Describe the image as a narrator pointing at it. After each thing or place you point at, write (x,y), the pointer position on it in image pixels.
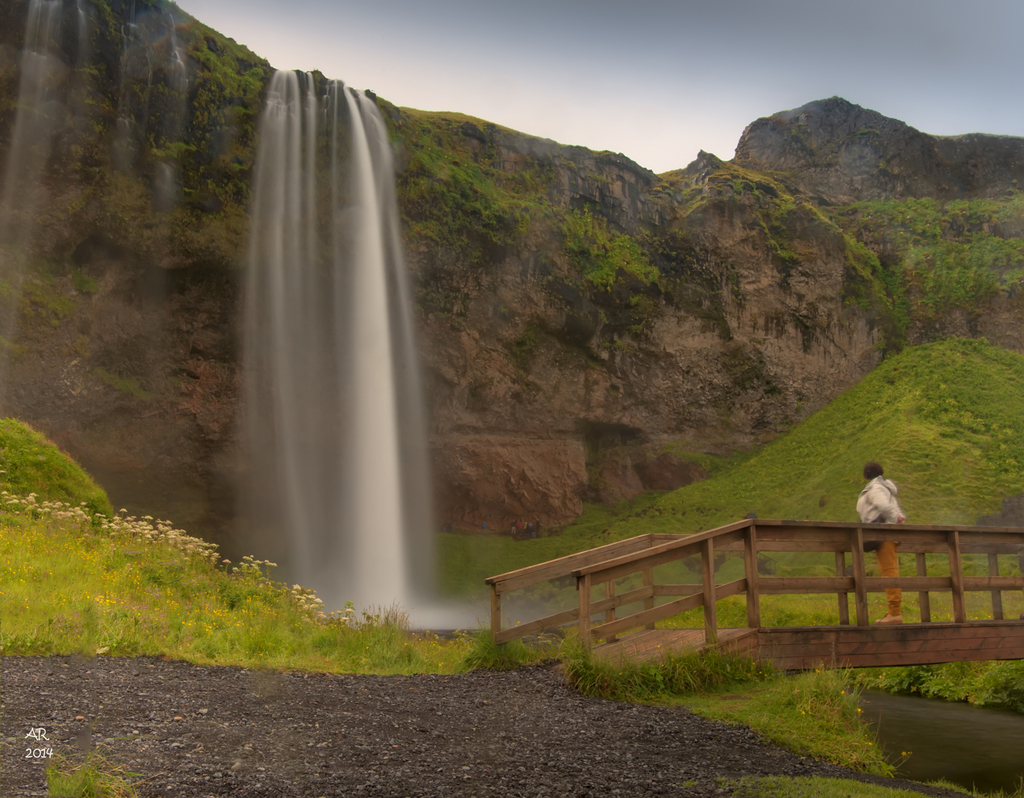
In this picture I can see a person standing on the wooden bridge (799,660), there is grass (183,601), plants (227,570) with flowers (245,563), waterfall (311,512), hill (409,275), and in the background (662,102) there is sky (650,90) and a watermark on the image.
